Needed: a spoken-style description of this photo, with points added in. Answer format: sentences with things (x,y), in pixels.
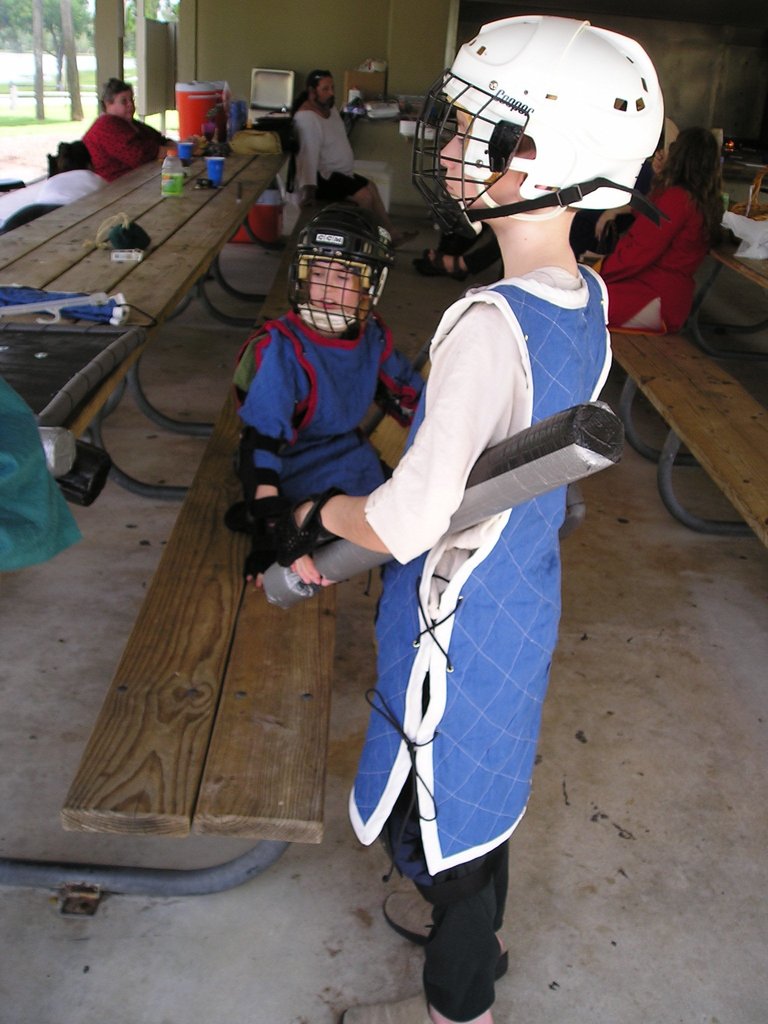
In this image we can see few persons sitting on benches (226,454). In the foreground (408,642) we can see a person (423,766) holding an object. There are few objects (63,348) on the tables (261,179). Behind the persons (490,66) we can see a wall (406,64). In the top left (24,14), we can see the grass (0,88) and the trees (77,78).
